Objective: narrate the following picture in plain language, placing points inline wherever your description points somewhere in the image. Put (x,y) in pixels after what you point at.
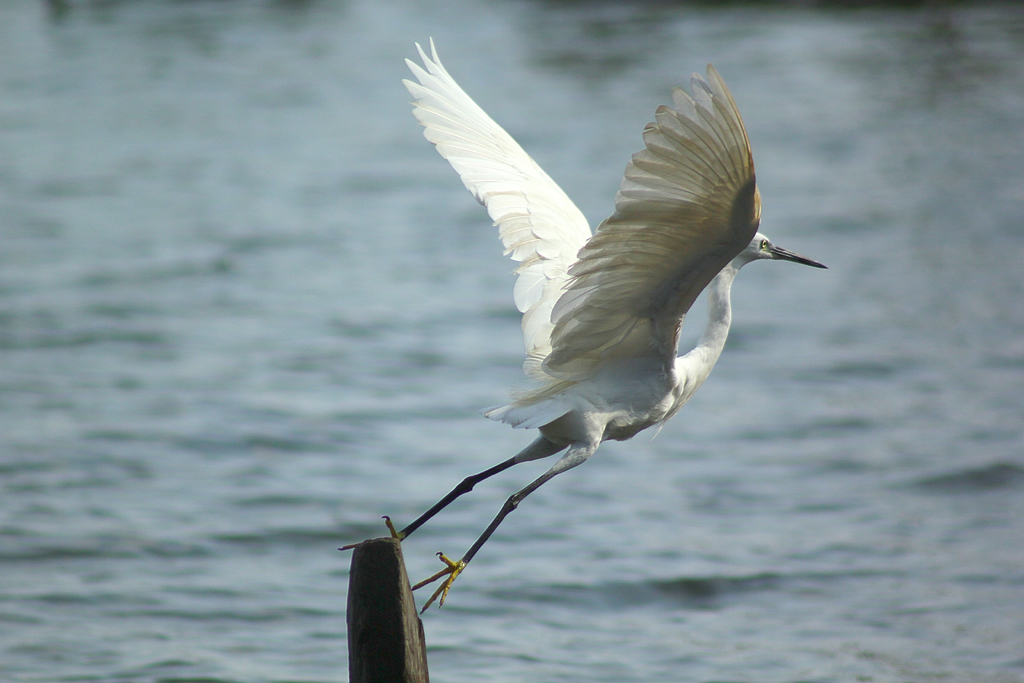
In this picture I can see a black color thing (379,611) in front (377,591) on which there is a bird (663,364) which is of white in color. In the background (396,316) I see the water (827,211).
